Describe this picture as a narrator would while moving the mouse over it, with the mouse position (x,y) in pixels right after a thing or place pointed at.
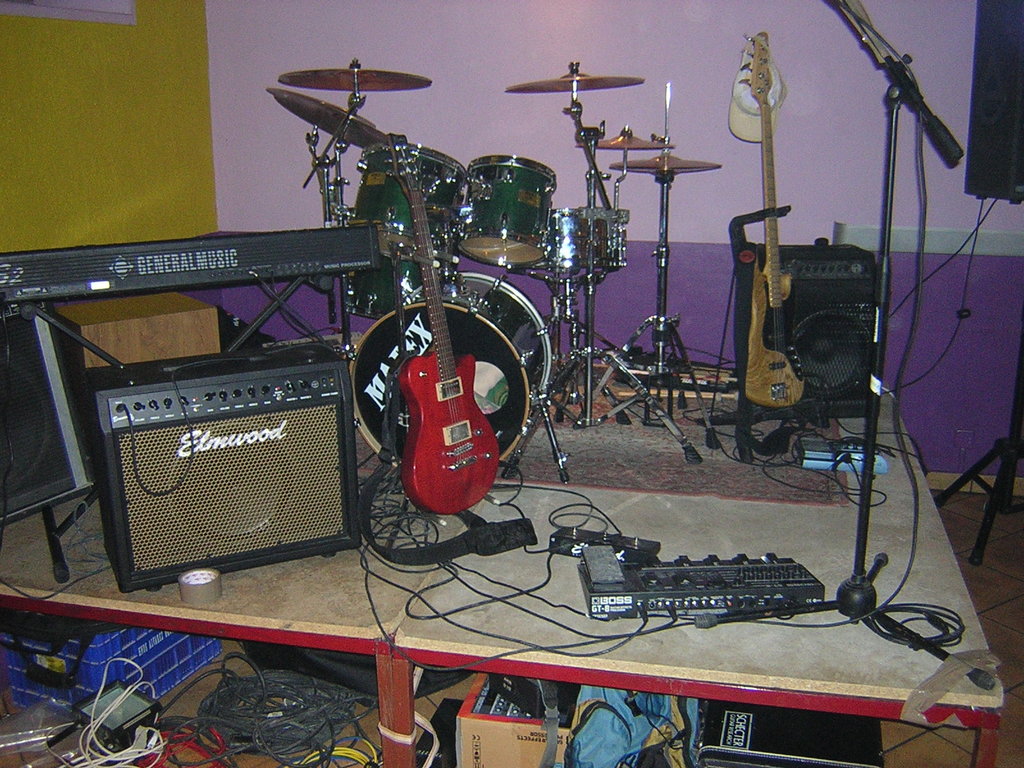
In this image I can see many musical instruments (537,389), wire (307,711), sound box (197,526), box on the table (520,581). In the background (415,120) there is a wall (701,249).
